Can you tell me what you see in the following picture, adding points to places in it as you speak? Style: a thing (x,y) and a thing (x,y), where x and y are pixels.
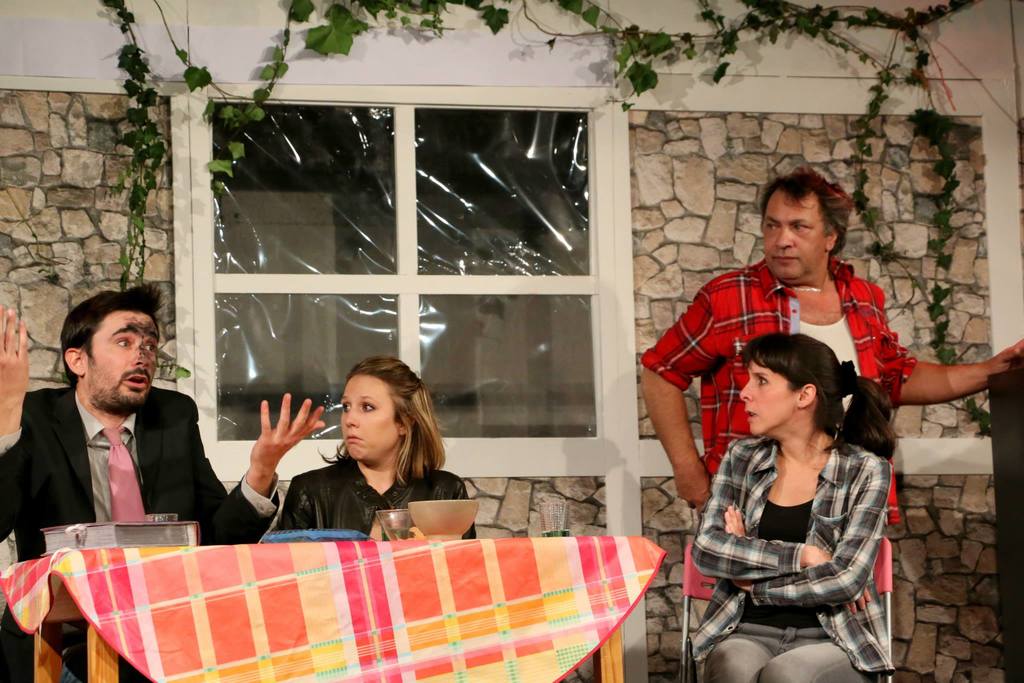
In the bottom left corner of the image (310,566) we can see a table (249,563), on the table (240,546) we can see some books (103,540), glasses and bowls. Behind the table (535,537) few people (142,384) are sitting. Behind them a man (841,212) is standing. At the top of the image (752,123) we can see a wall (50,52), on the wall (16,35) we can see a window (509,106) and plant (863,132).
